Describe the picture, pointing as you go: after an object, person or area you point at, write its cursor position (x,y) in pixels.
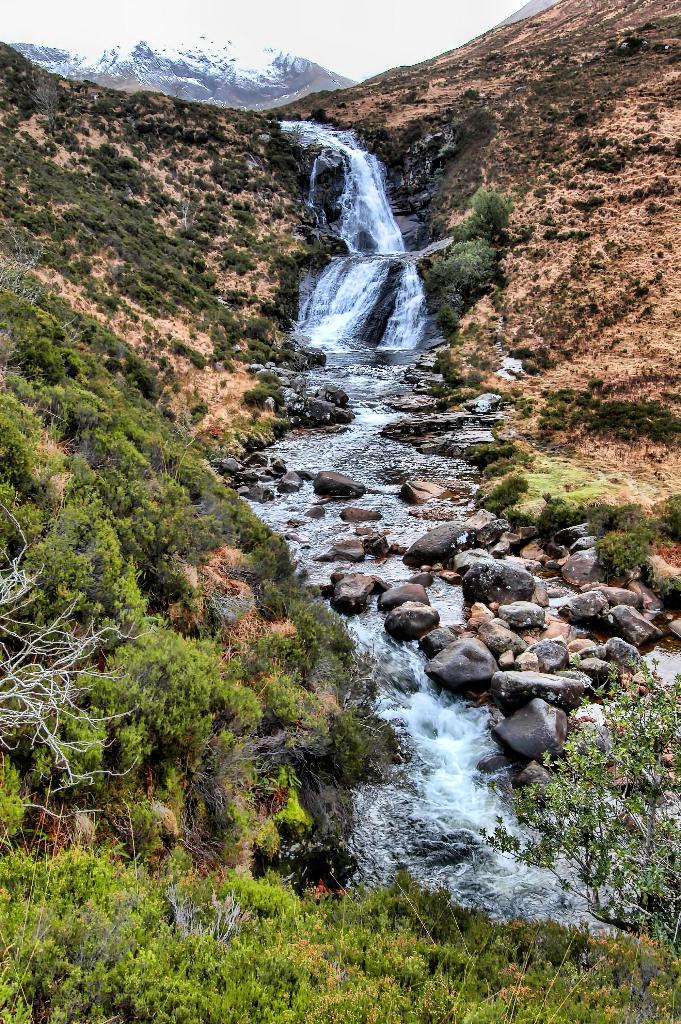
In this image, we can see a waterfall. We can also see some rocks (490,429). We can see the ground (164,287) covered with grass (371,912), plants (365,986). We can also see some hills (219,90) and the sky (374,32).
